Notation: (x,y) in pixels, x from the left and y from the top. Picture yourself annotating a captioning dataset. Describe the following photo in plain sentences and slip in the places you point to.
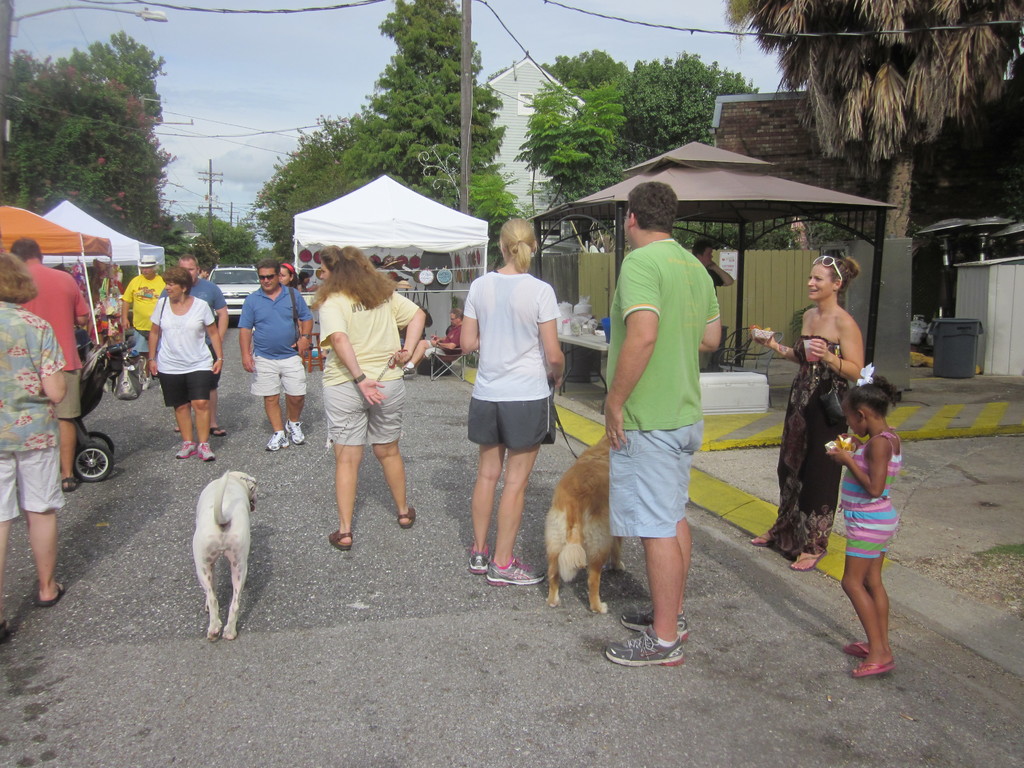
In the image there are few people (671,448) standing on the road (330,487) holding dogs (548,544) and on either side of the road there are tents (672,168), over the background (428,151) there are trees (403,181) and above its sky (282,102) with clouds (249,128).
